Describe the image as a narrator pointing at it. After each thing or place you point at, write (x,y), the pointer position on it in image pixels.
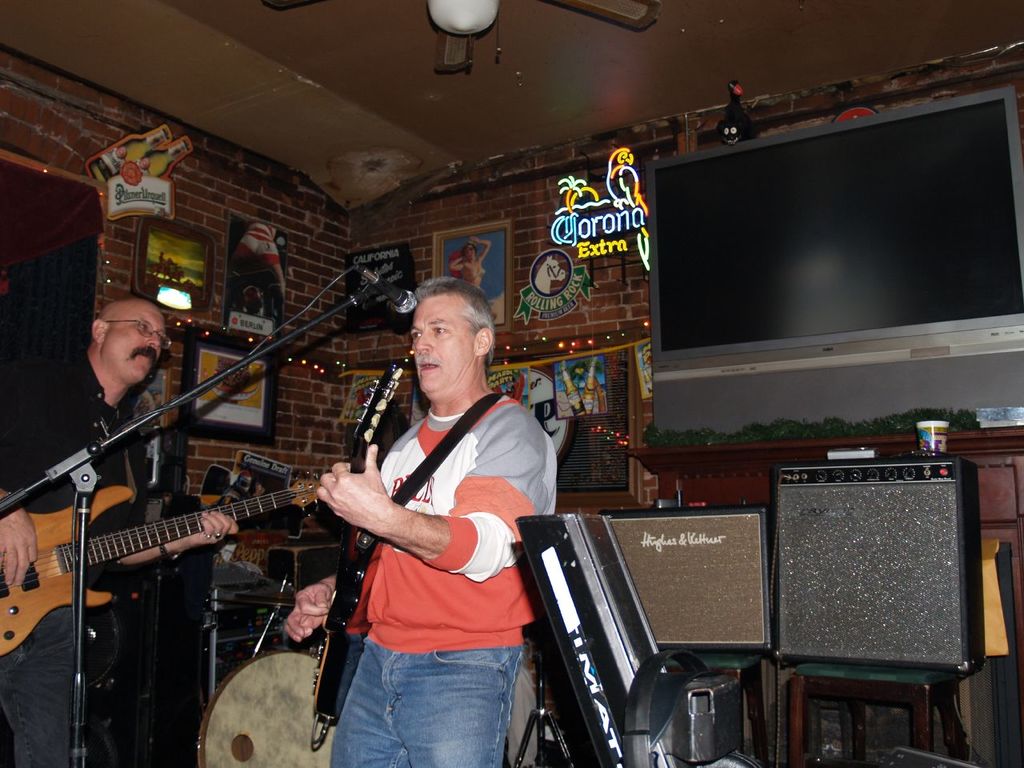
It is a concert there are two men (407,554) in the picture, both of them are holding guitars (358,445) in the hand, to the right side (694,592) there are two stools (931,673) and there are some equipment (805,586) on them, in the background (696,475) there is a cupboard (985,430) and upon the cupboard (992,448) there is a television (747,237), to the left side (205,174) there is a brick wall (207,186) and to the brick wall (215,200) there are few photo frames (498,313) stick to the wall (410,330).
